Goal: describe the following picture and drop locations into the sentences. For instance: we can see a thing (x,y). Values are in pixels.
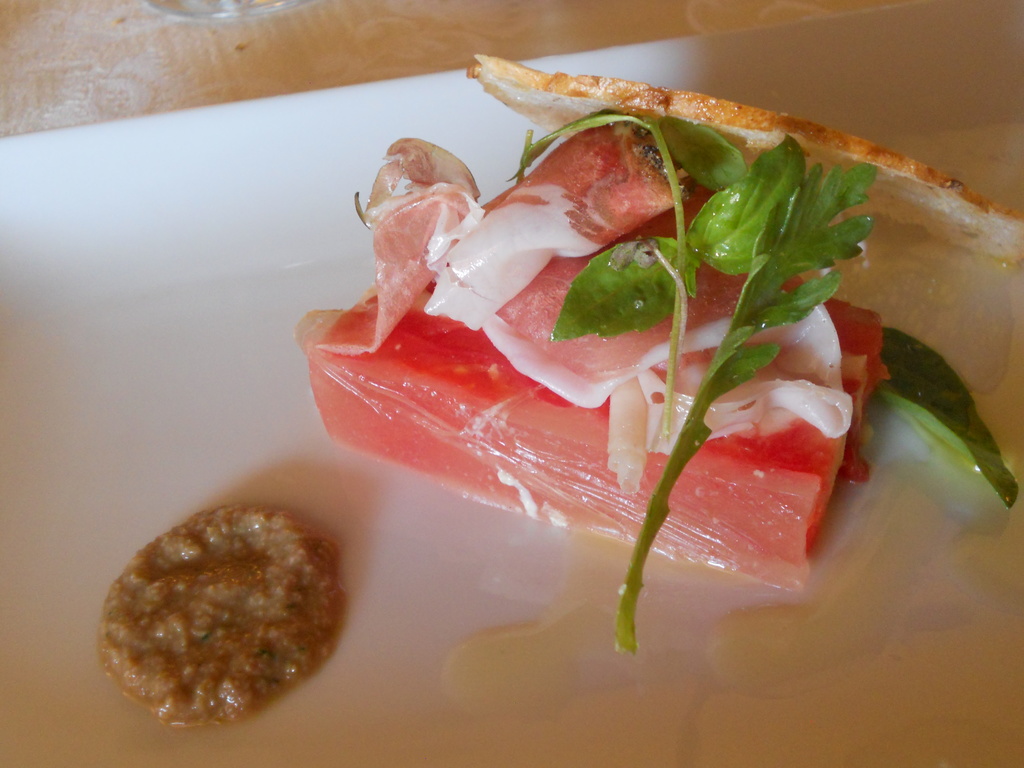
In this picture we can see some food items (625,276) in the white plate (218,364) and the plate (185,349) is on an object (117,46).
